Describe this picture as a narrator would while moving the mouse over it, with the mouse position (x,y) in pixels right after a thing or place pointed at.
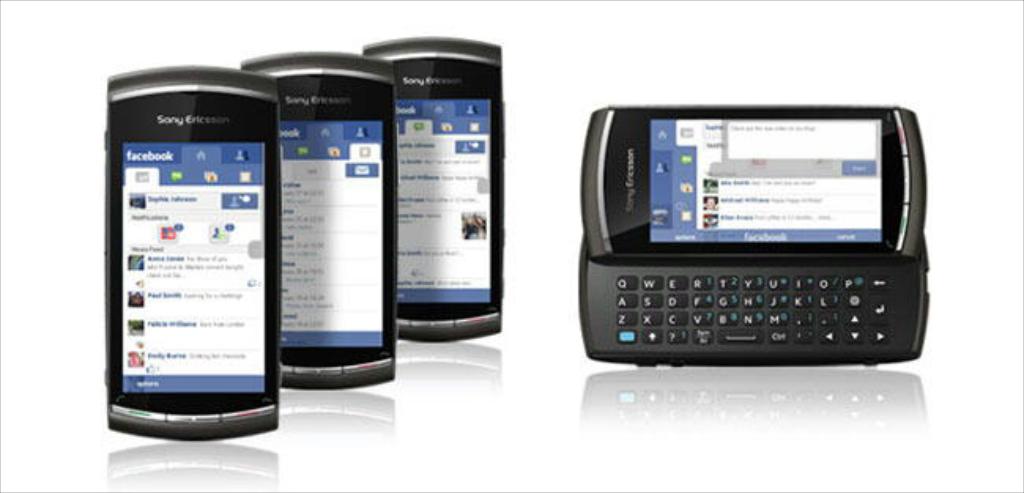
On the left side (190,291), we see three mobile phones (286,265) are in grey color. We see some text (177,328) is displayed on the mobile phone (389,188). On the right side (848,110), we see a mobile phone (810,170) with a black color keyboard (798,318) and it is displaying some text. At the bottom (615,428), it is white in color. In the background (509,116), it is white in color.
